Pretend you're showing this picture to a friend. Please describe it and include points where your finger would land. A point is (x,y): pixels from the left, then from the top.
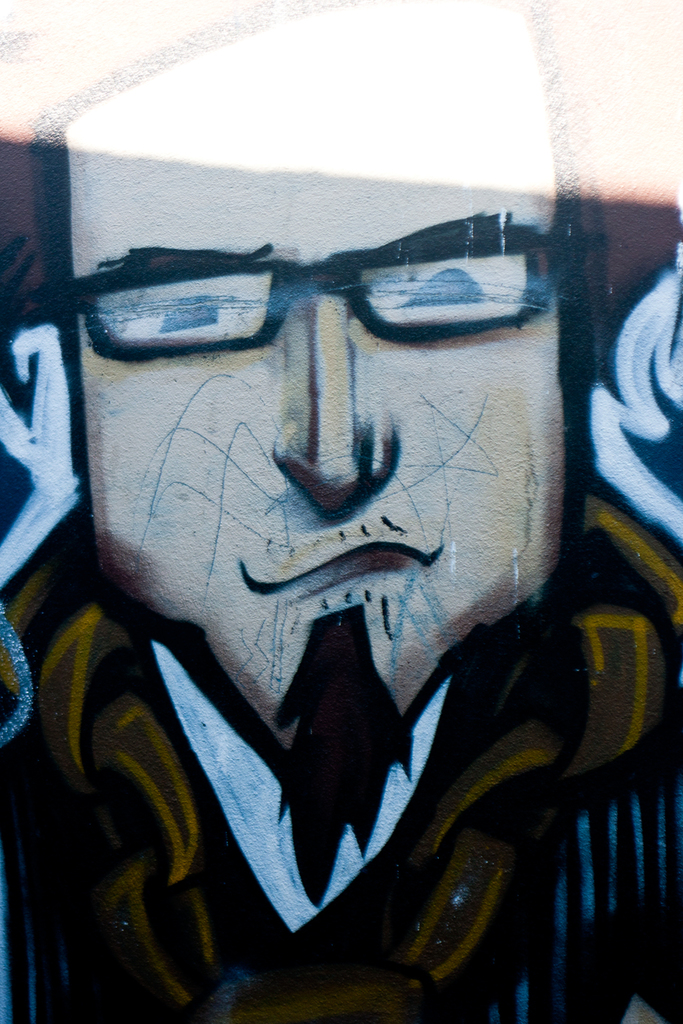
In this picture we can see the painting (293,429) of a person (290,350) on the wall (318,445).
